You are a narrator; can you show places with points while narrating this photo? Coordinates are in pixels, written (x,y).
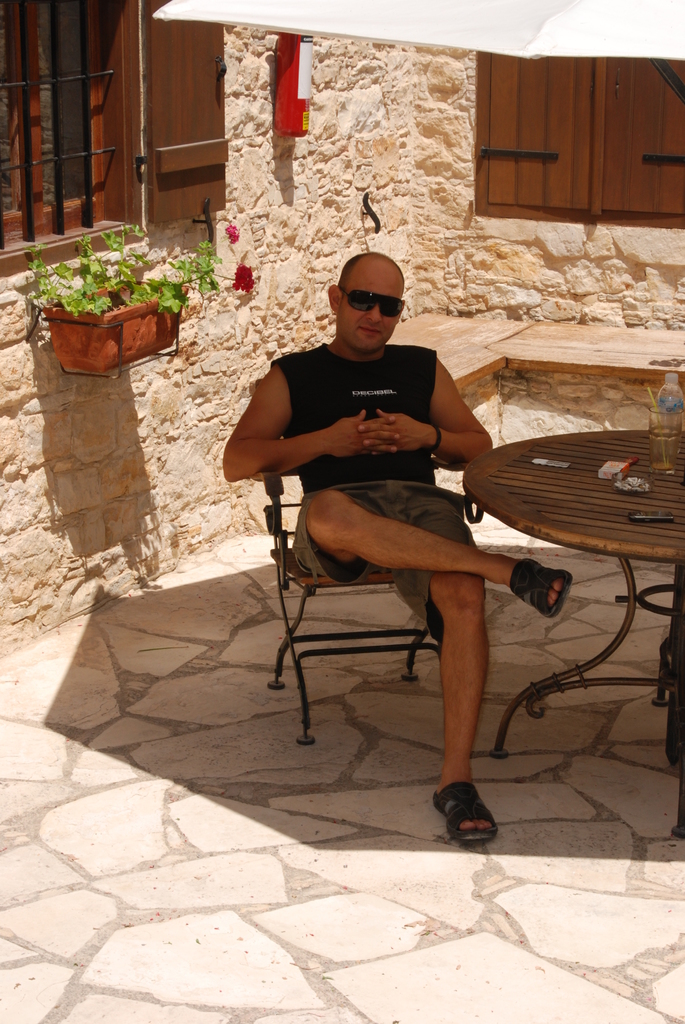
In this image there is a man (357,556) sitting in chair (268,518). Beside the man (354,560) there is table (574,510) on which there is glass (667,413), water bottle (667,400), mobile (653,515) on it. At the background (307,178) there is wall (321,180), window (67,115), plant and fire extinguisher (295,100).
